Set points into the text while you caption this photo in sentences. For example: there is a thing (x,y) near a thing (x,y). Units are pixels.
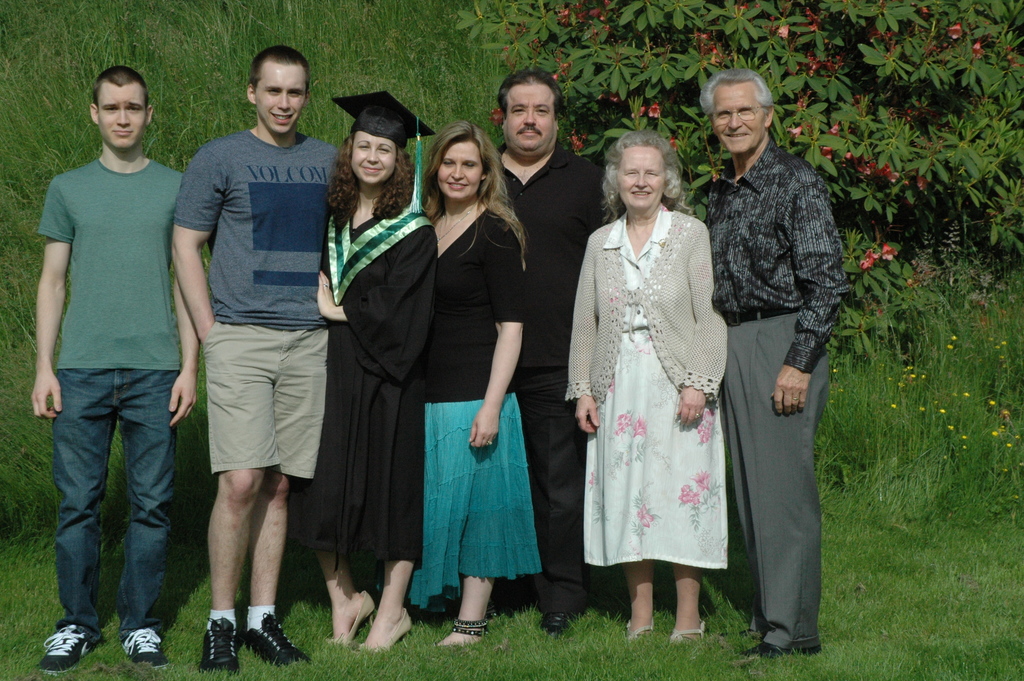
In this image I can see group of people (447,546) are standing among them some are smiling. In the background (944,423) I can see plants (696,112), the grass (970,423) and trees (696,112).
